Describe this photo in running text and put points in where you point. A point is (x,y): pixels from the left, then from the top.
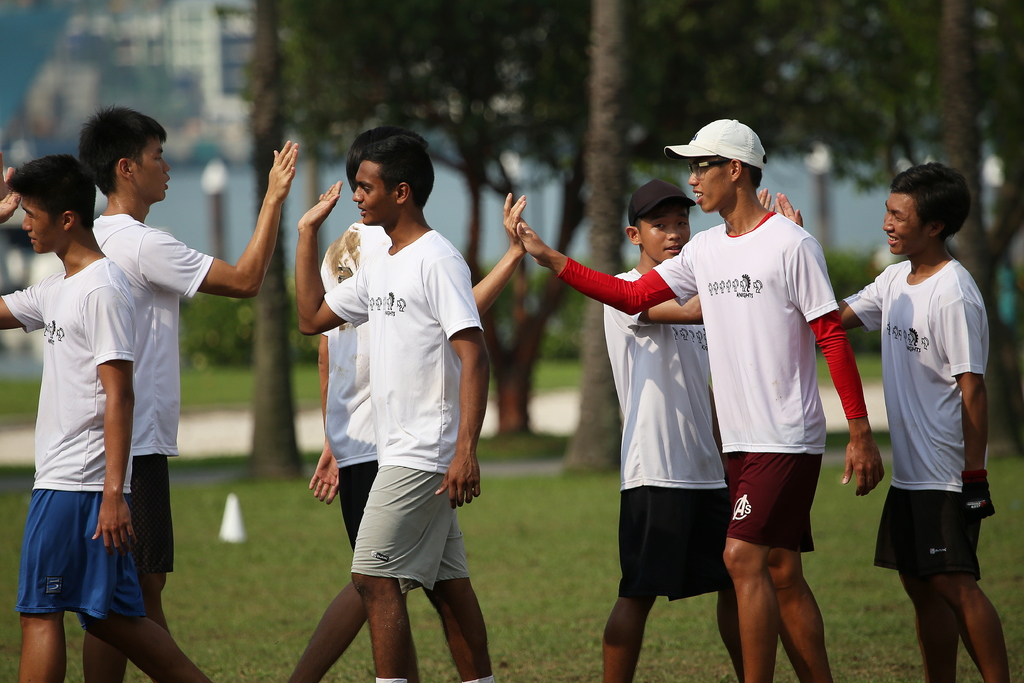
There are players (707,287) in white color t-shirts (108,271) touching hands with each other on the grass (892,637) on the ground (846,640). In the background (865,168), there are trees (487,112), there is water (201,173), there are buildings (50,41) and there are plants (568,307).
